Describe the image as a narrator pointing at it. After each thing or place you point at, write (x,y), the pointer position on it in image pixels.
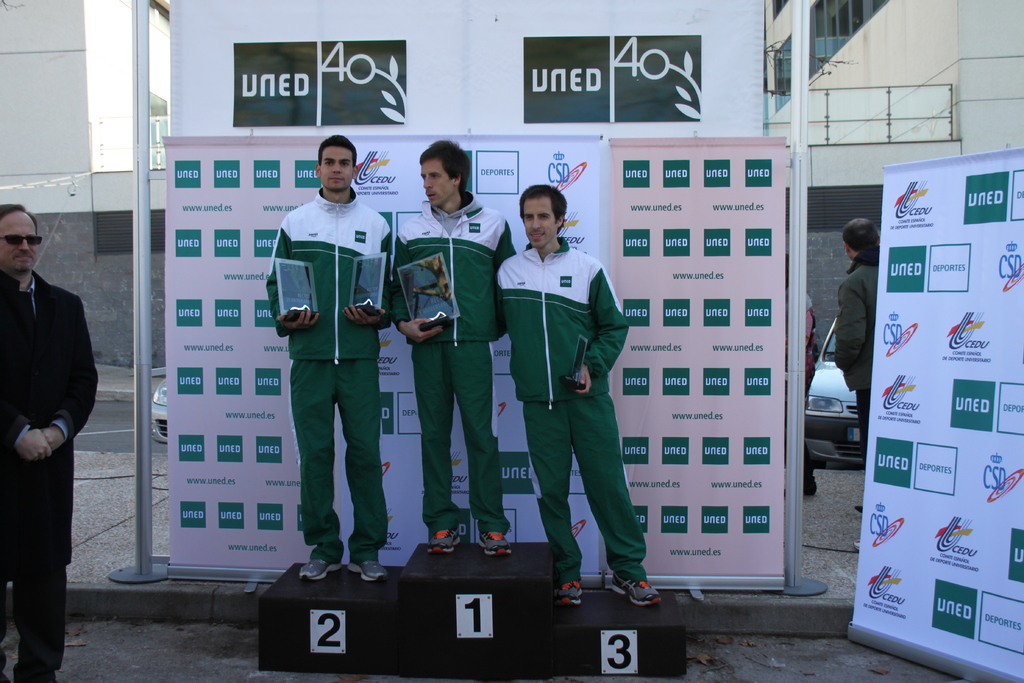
This picture shows a few people (466,387) standing and they are holding mementos (438,307) in their hands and we see advertisement hoardings (768,281) on the back (715,473) and on the side and we see a car (834,380) parked and few people (841,319) are standing and we see a man (22,250) wore sunglasses (37,241) and we see buildings (984,134).
